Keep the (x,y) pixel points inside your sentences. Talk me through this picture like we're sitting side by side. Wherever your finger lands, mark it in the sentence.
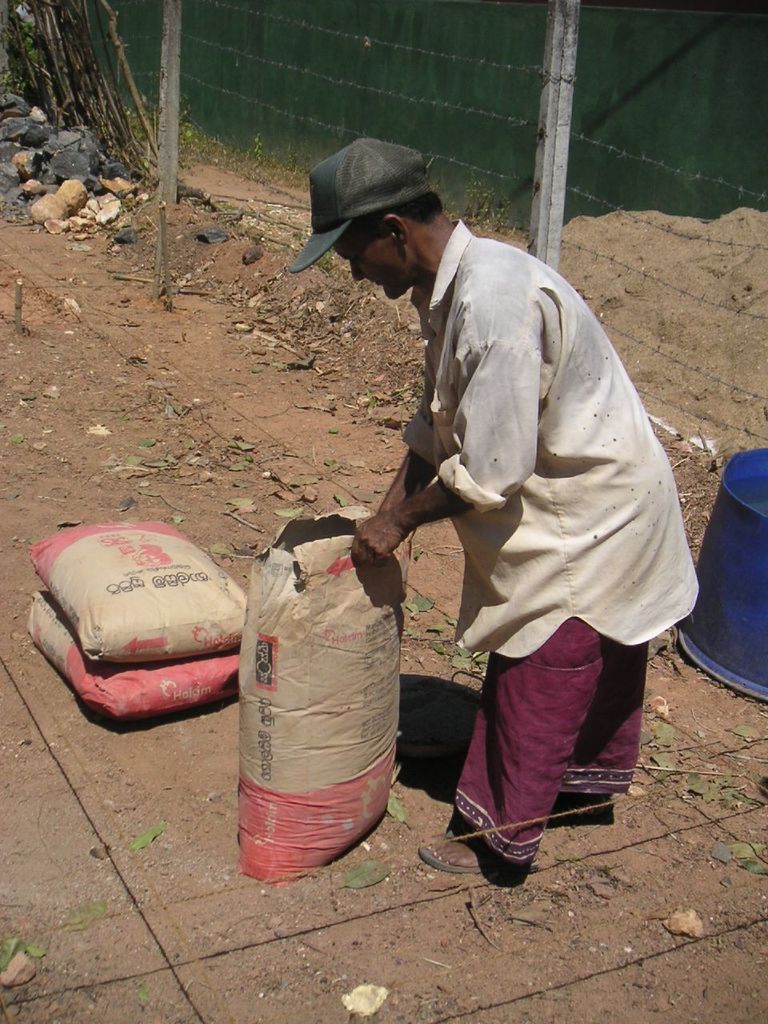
In this image i can one person (355,548) and wearing a cap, there are few objects (149,611), on the right (717,519) there is an object (717,579), near that i can see the barbed fence (566,161), cement rods (554,155), wooden sticks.
